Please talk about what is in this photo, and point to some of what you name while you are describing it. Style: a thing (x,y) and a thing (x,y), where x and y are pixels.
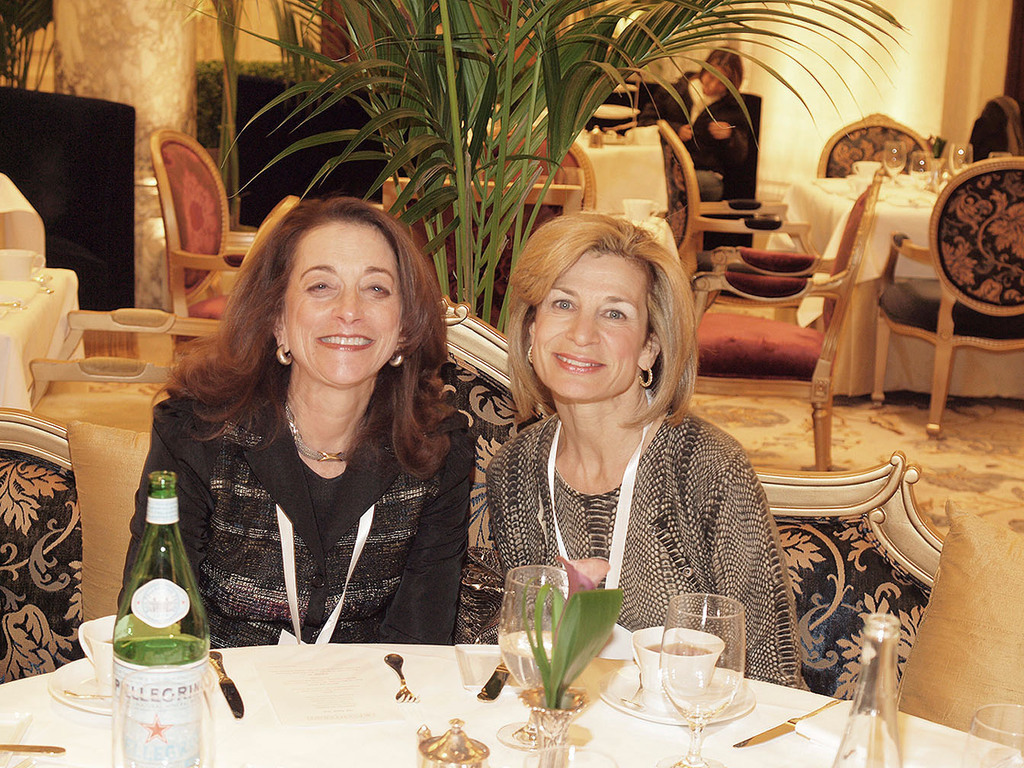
In this image we can see a few people (578,466), two of them are sitting on the chairs (483,494), there are tables (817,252), chairs (697,217), on the tables (875,298), there is a cloth (77,736), glasses (528,653), bottles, cups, forks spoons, also we can see the house plant (434,135), and the wall (806,90).
